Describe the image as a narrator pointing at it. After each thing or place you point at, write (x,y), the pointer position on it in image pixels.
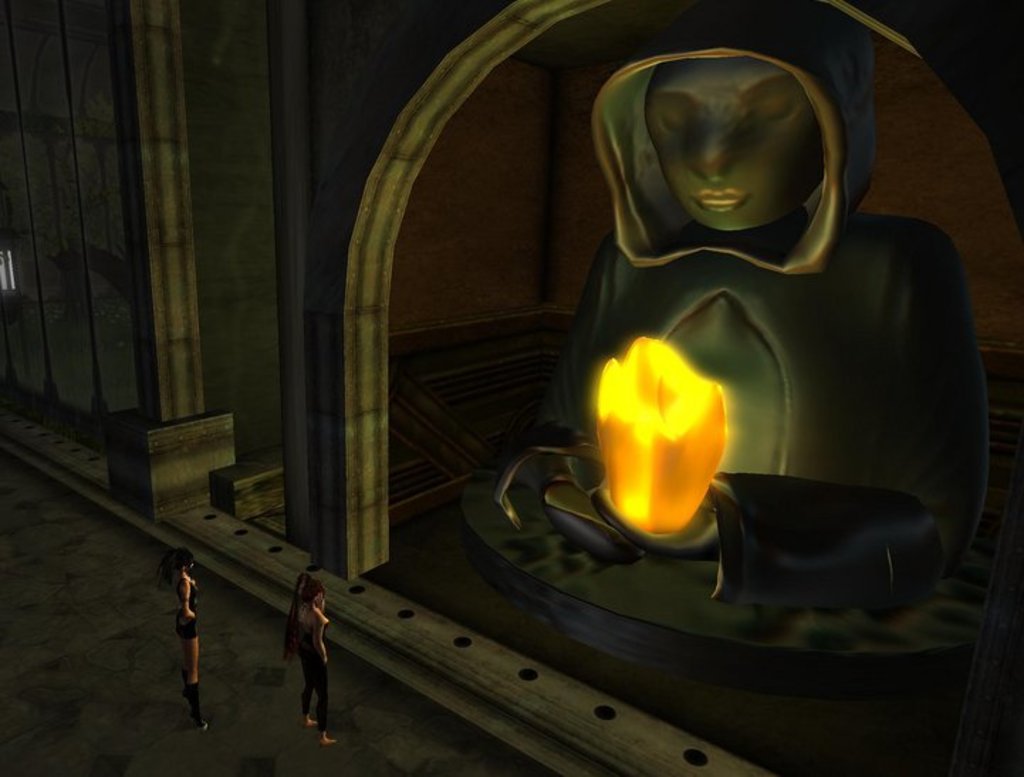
This is an animated image in which there are persons (311,615) and there is a statue (701,321) and there is a pillar (168,181) and there is an arch (366,394).
